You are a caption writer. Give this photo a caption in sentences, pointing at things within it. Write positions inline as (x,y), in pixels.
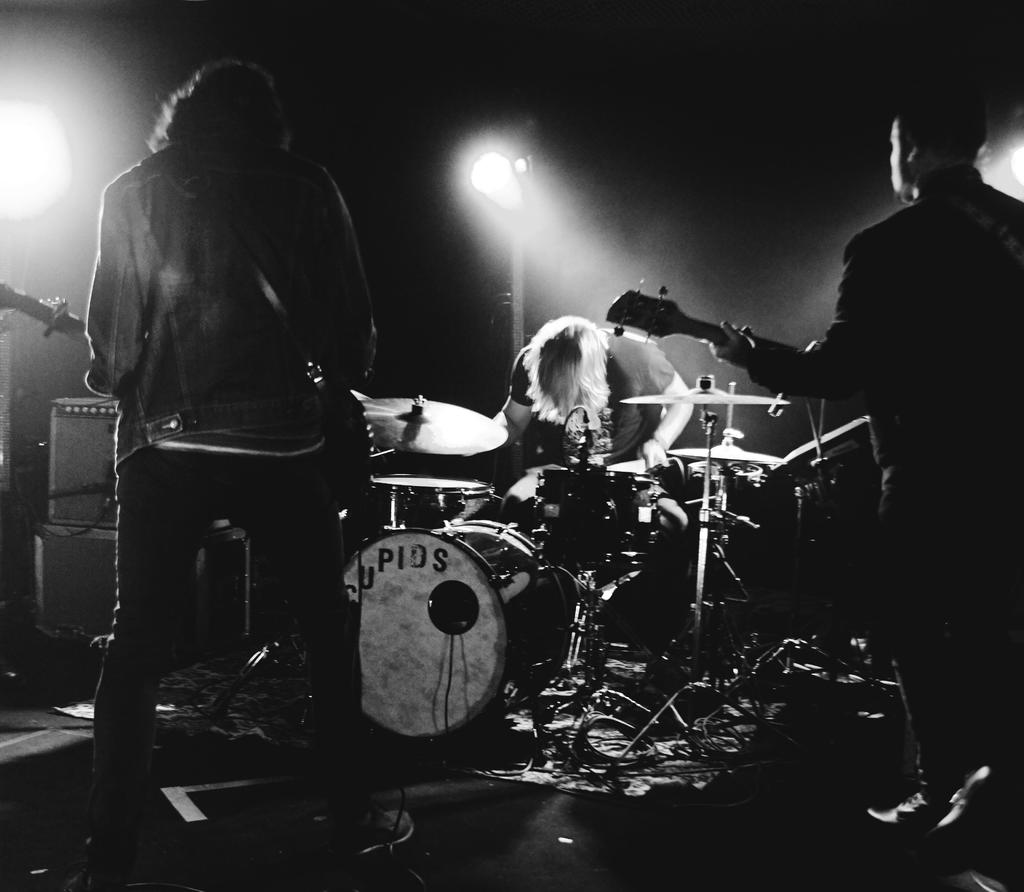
In this image i can see three persons (593,393) playing a musical instrument (370,443) at the back ground (506,169) i can see a light pole (518,203).
